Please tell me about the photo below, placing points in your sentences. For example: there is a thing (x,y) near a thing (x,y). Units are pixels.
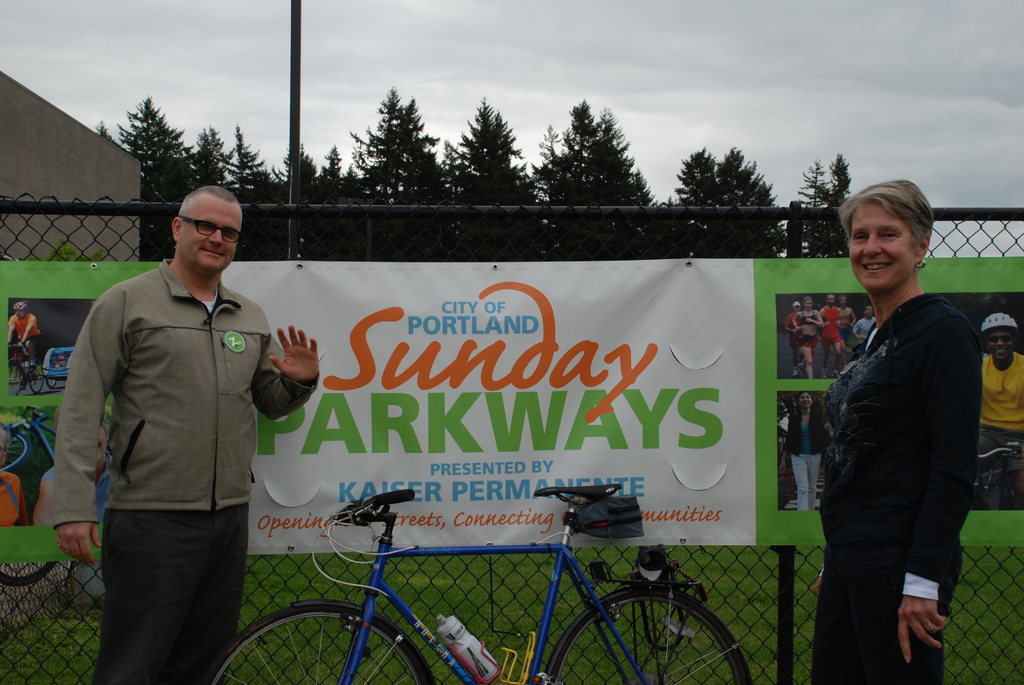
At the top (553,53) we can see cloud (462,75) and it seems like a cloudy day. We can see trees (515,197) here. On the net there are banners (577,357). Here we can see a woman (883,282) and a man (236,418) standing near to a bicycle (424,625).
